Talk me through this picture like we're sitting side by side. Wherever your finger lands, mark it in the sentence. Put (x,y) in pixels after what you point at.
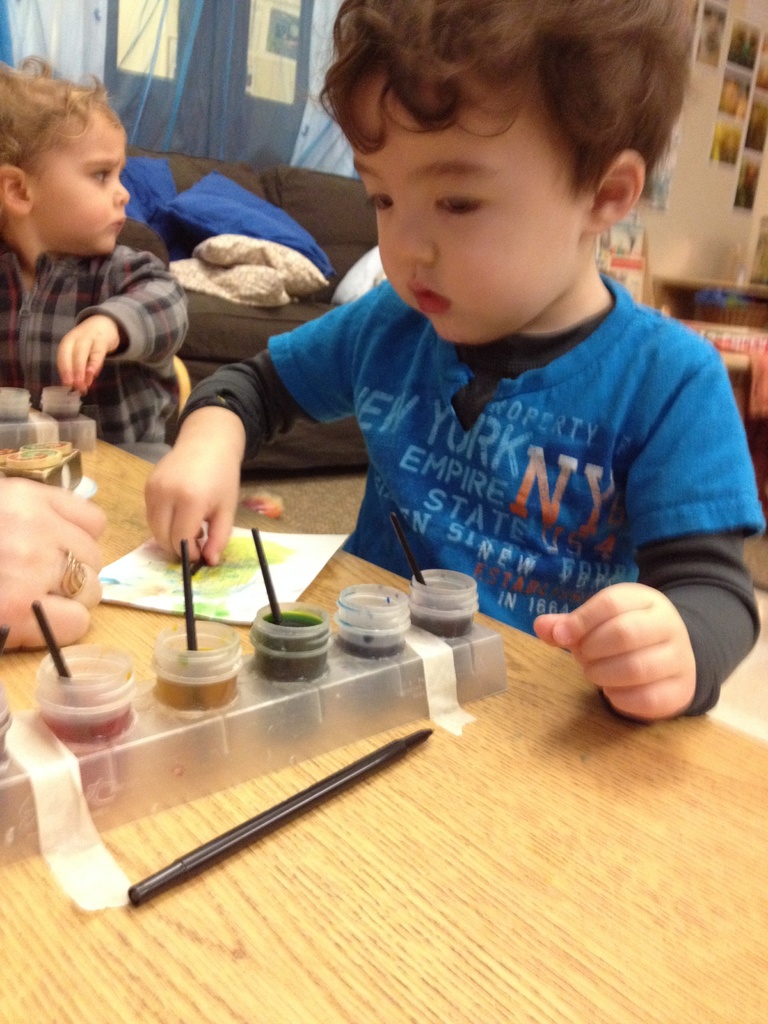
There are two person (110,159) playing. There is a table (435,785) in the front (435,785). There is a paper (239,570), sketch (225,566) board on a table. There is a sofa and shelves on the right side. We can see in the background (102,66) curtain (103,62), wall (717,271), posters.
